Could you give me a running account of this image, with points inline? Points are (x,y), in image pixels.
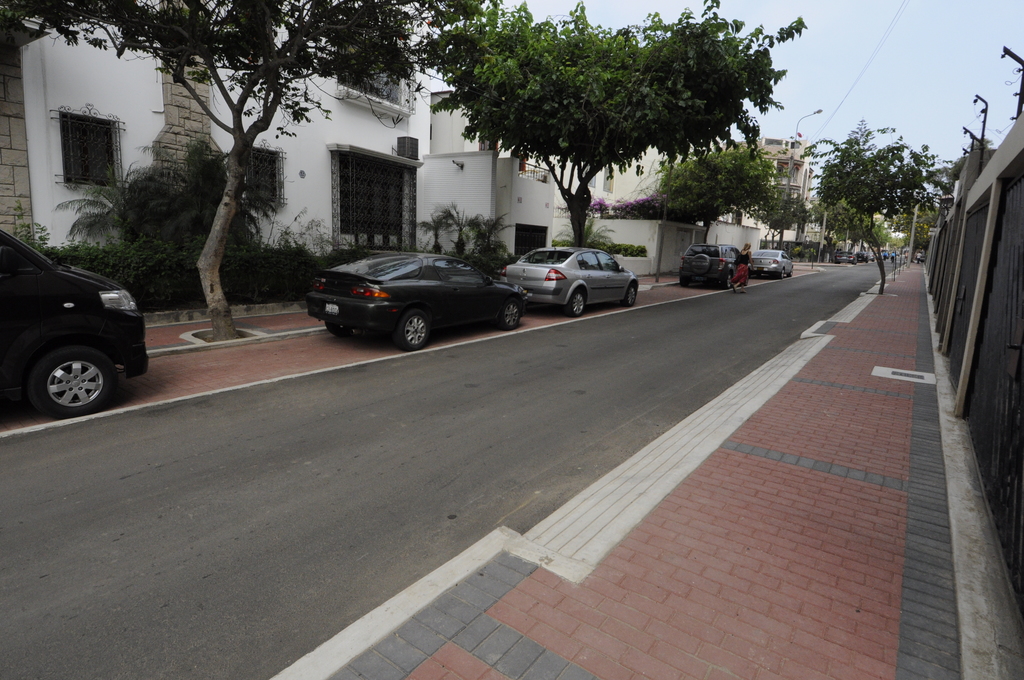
In this image I can see a road (451,433) in the centre (614,314) and on the both side of it I can see number of trees (890,215). In the center of this image (586,280) I can see few vehicles (83,337), few plants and few buildings (532,177). On the top right side of this image (859,69) I can see few poles (984,111) and the sky (901,63). I can also see one person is standing on the road (752,362).
